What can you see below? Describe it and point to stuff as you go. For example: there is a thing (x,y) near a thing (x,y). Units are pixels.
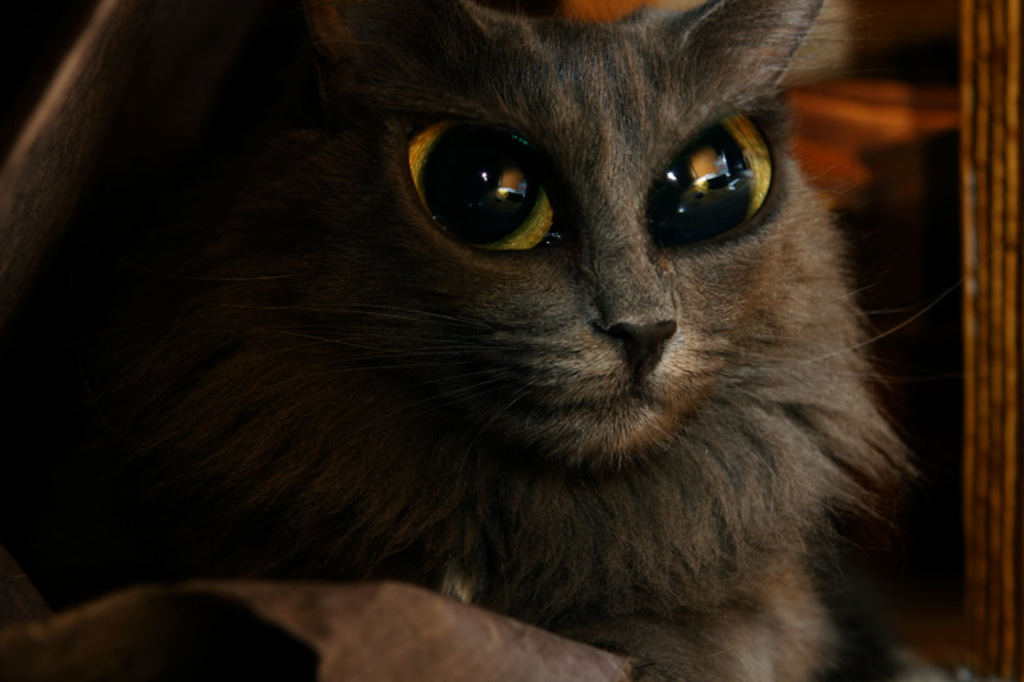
In this image there is a cat (603,531).
